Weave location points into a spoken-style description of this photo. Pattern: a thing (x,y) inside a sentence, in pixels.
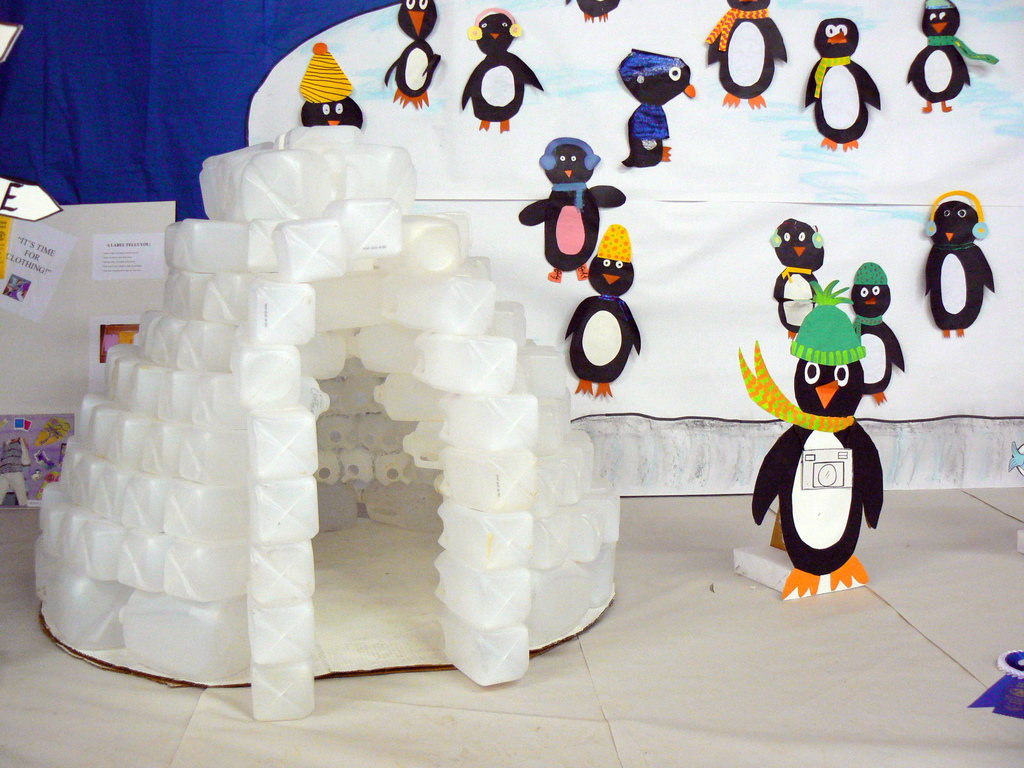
In this image, we can see house (373,501) with cans (306,549). At the bottom (456,701), there is a floor (486,724). On the right side (700,443) and background of the image (910,450), we can see paper crafts (805,338), posters (126,273) and cloth (163,84).
